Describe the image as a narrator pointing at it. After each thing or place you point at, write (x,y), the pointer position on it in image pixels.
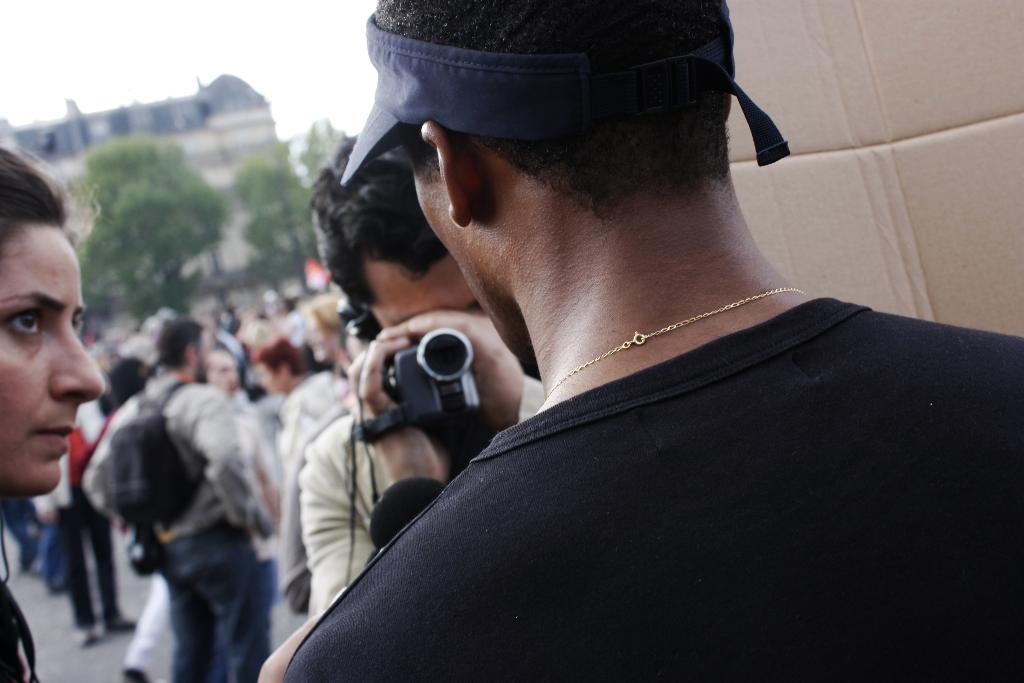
In this image, in the right side (753,577) there is a man (800,525) standing, in the left side (19,476) there is a woman (2,403) she is standing, there is a man (361,444) holding a camera (416,390) which is in black color, he is taking a picture, in the background (208,486) there are some people (185,433) standing, there are some people (208,415) walking, there are some green color trees (155,240).
